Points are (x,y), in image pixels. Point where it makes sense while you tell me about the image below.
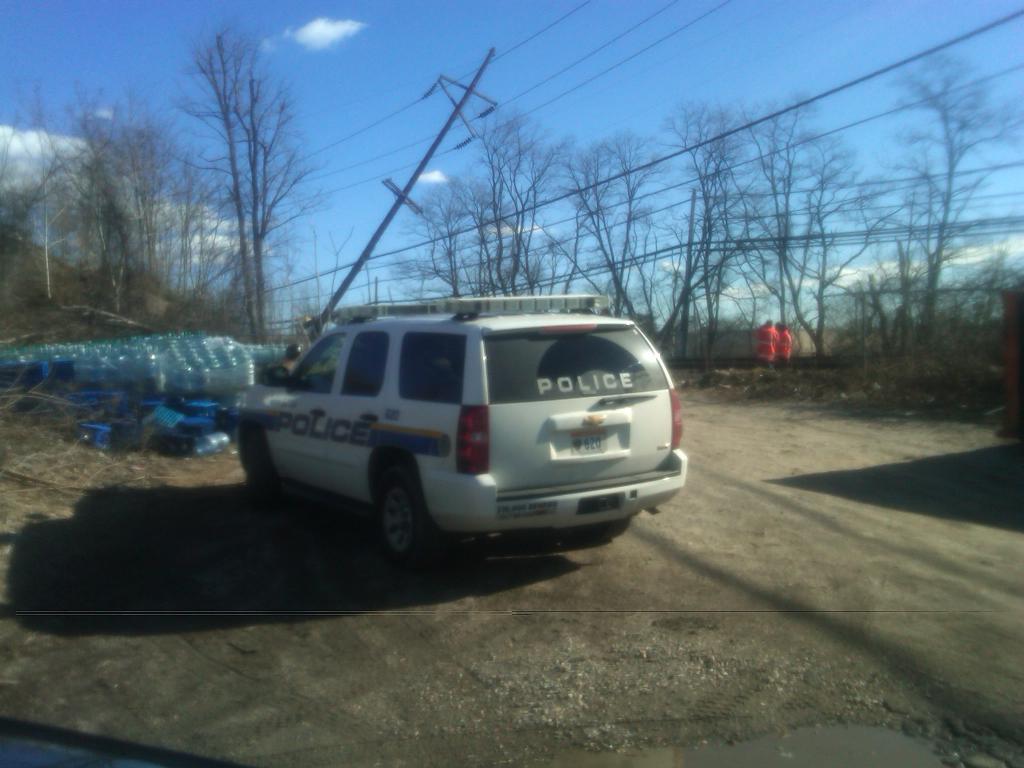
This image is taken outdoors. At the bottom of the image (630,618) there is a ground (245,533). At the top of the image (128,54) there is a sky (424,49) with clouds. In the background (189,254) there are many trees (601,249) and a pole (394,215) with wires (662,10). In the middle of the image (493,362) a van (493,362) is parked on the ground (32,498). On the left side of the image (17,353) there are many water bottles (156,387) on the ground (347,526).
